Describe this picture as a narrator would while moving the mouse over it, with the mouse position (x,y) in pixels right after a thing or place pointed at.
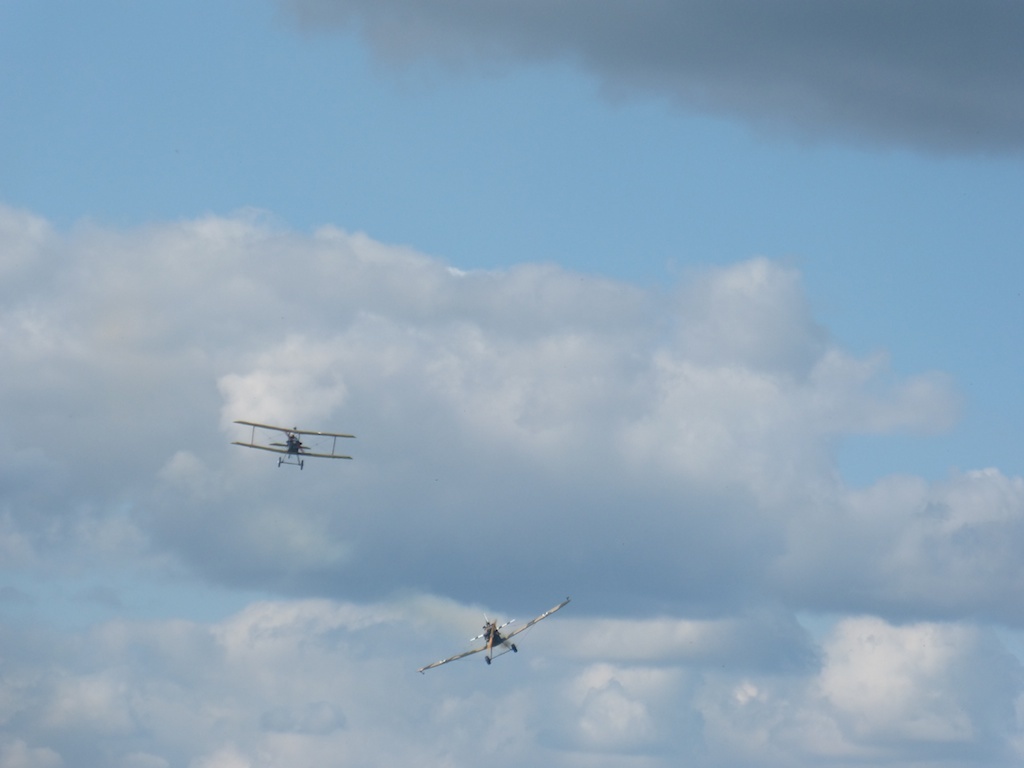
In the foreground of this image (491,631), there are two airplanes (528,624) in the air (385,181). In the background (562,160), there is the sky (355,162) and the cloud (566,428).
